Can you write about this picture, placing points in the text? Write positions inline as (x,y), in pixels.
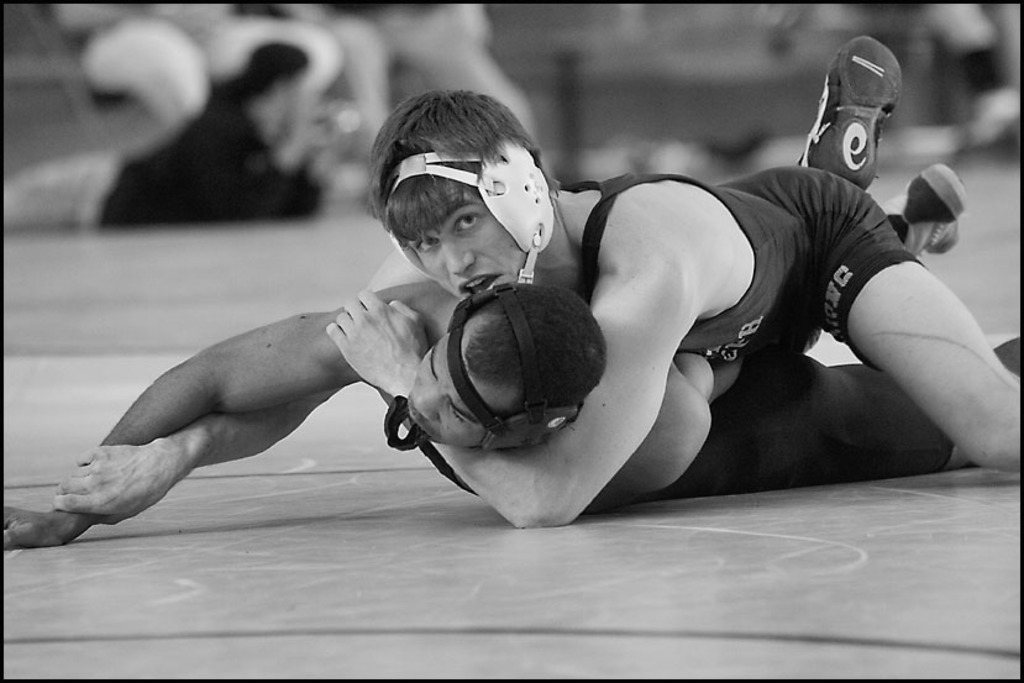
In the center of the image (554,336) there are two persons (565,322) wrestling on the ground (617,534). In the background (134,48) there are persons (135,79).
